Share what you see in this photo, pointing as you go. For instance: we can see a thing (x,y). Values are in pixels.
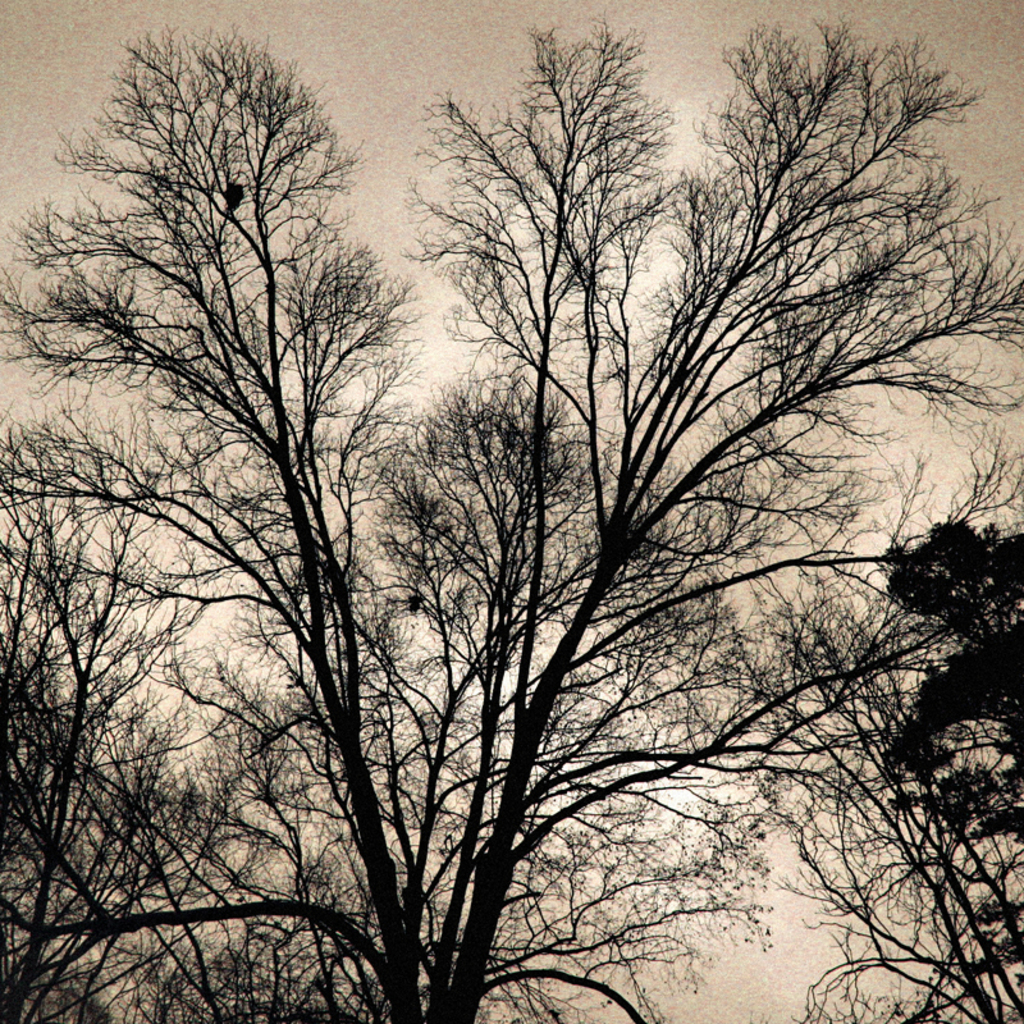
In this image we can see a group of trees (311,631). On the backside (428,278) we can see the sky (386,255) which looks cloudy.
